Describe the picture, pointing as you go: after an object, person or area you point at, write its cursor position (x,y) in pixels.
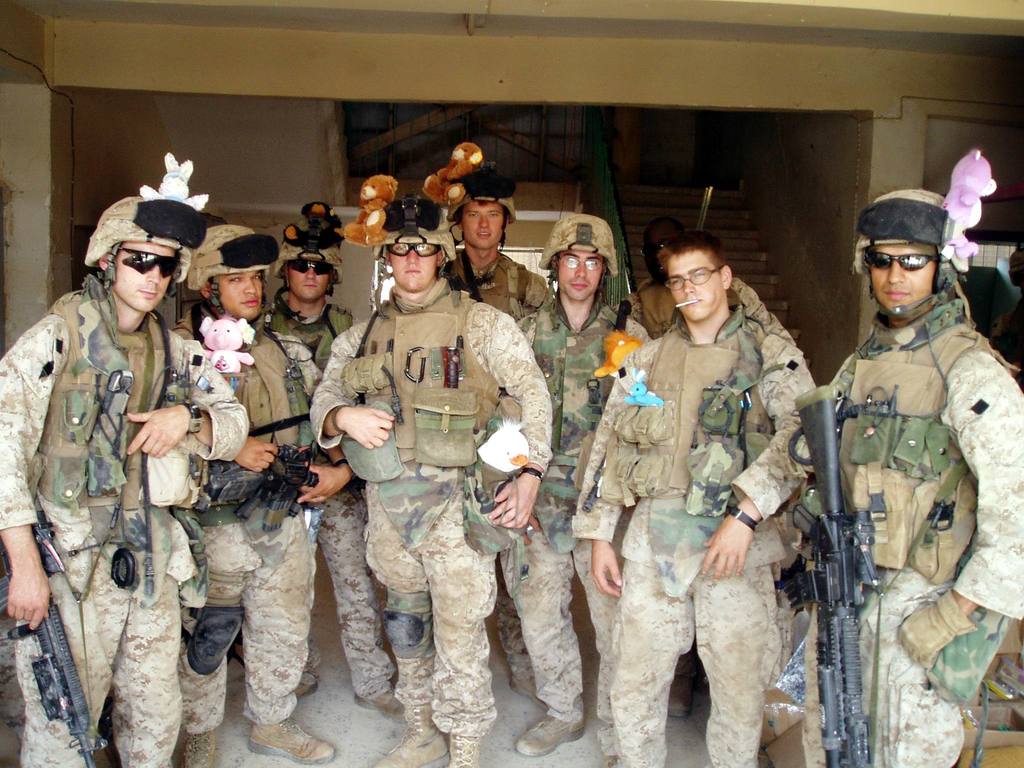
In this image we can see some people (902,623) wearing uniforms (969,570) and among them few people (520,510) holding some objects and few people (335,362) wearing caps (125,207). We can see some other objects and there is a building (201,90) in the background (826,81).
